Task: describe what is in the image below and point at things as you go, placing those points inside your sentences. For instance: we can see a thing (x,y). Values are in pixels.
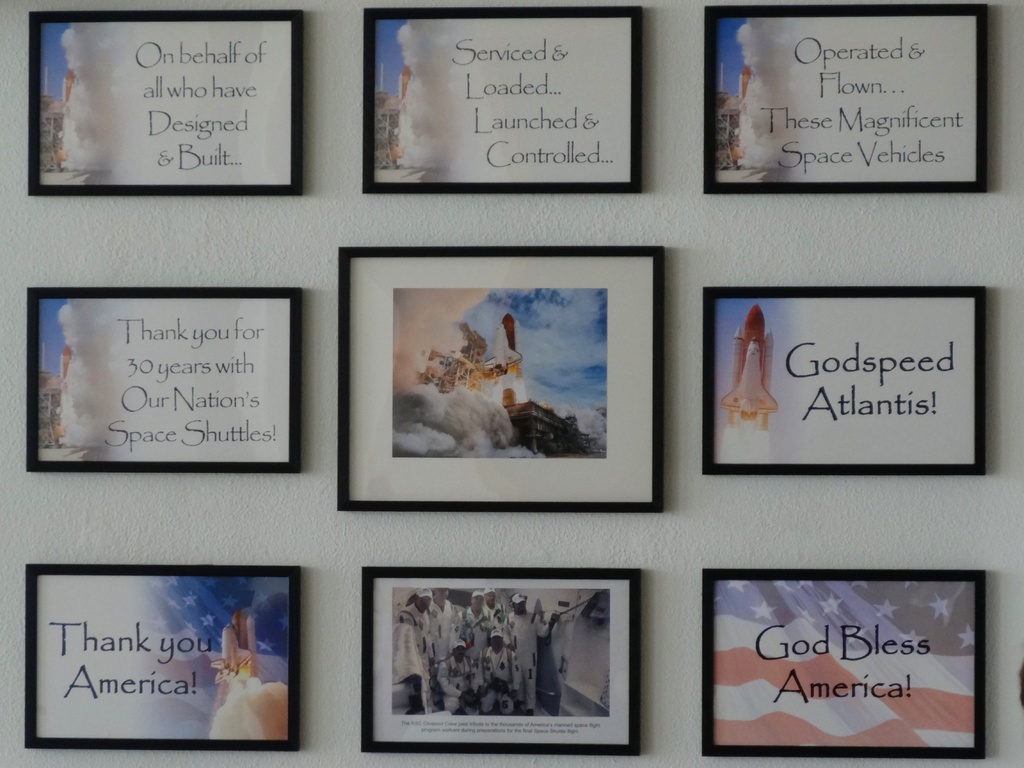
In this image there are a few photo frames (463,409) on the wall (447,226). In the photo frames (441,364) there are pictures (470,358) and text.
